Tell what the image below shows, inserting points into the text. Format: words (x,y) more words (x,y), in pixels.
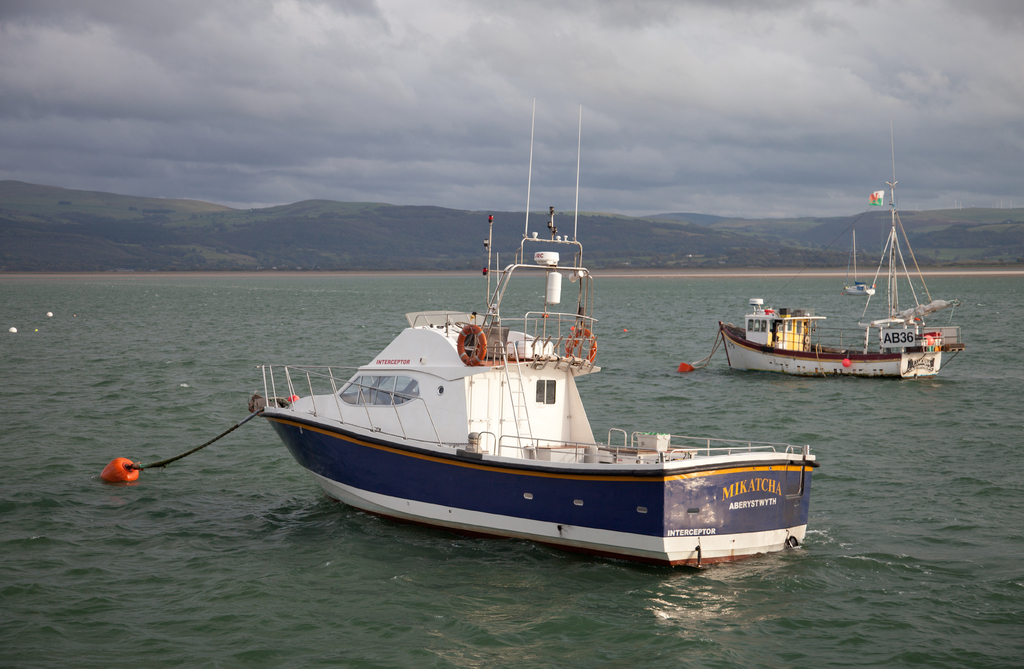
This image is clicked in an ocean (1013,596). And there are three boats (522,480) in this image. In the background (657,250), there is a mountain (112,254). At the top (489,127), there are clouds (489,127) in the sky (405,141).
